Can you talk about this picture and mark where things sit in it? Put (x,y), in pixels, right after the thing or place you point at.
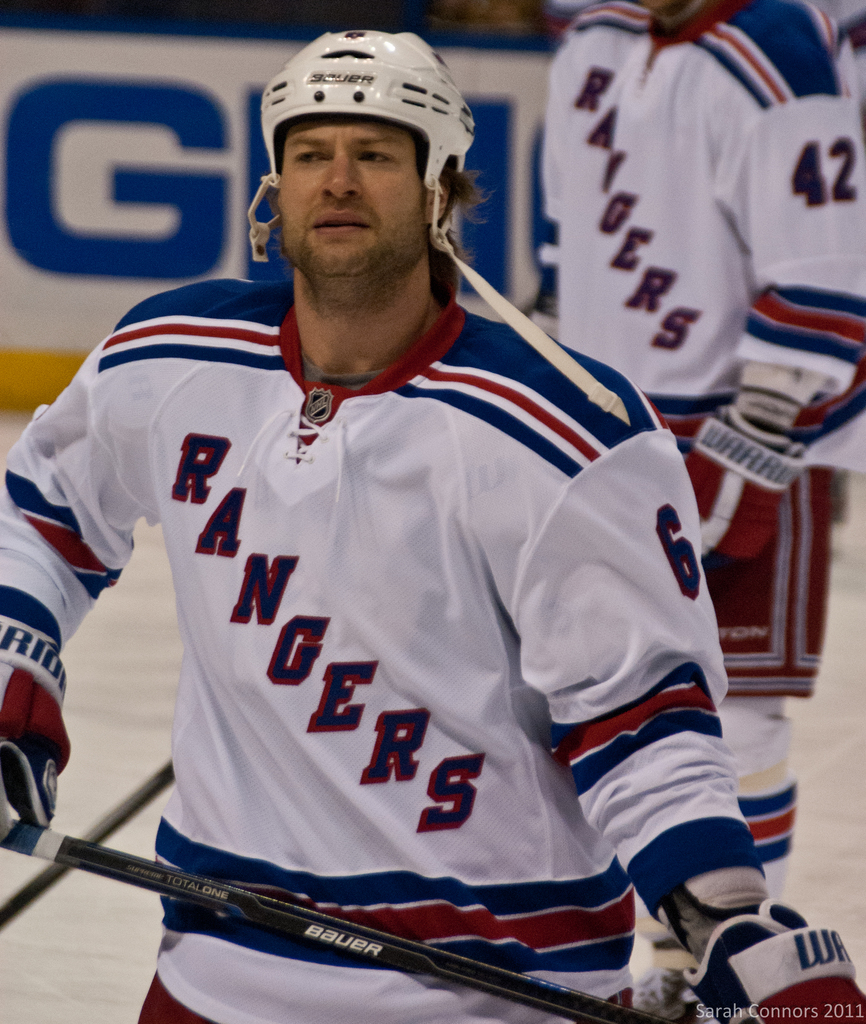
In this picture we can see a man (179,509) wore a helmet (294,112), gloves (738,979), holding a stick (621,1014) with his hand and at the back of him we can see a person (617,239) standing on the ground (798,749), poster (174,150).
